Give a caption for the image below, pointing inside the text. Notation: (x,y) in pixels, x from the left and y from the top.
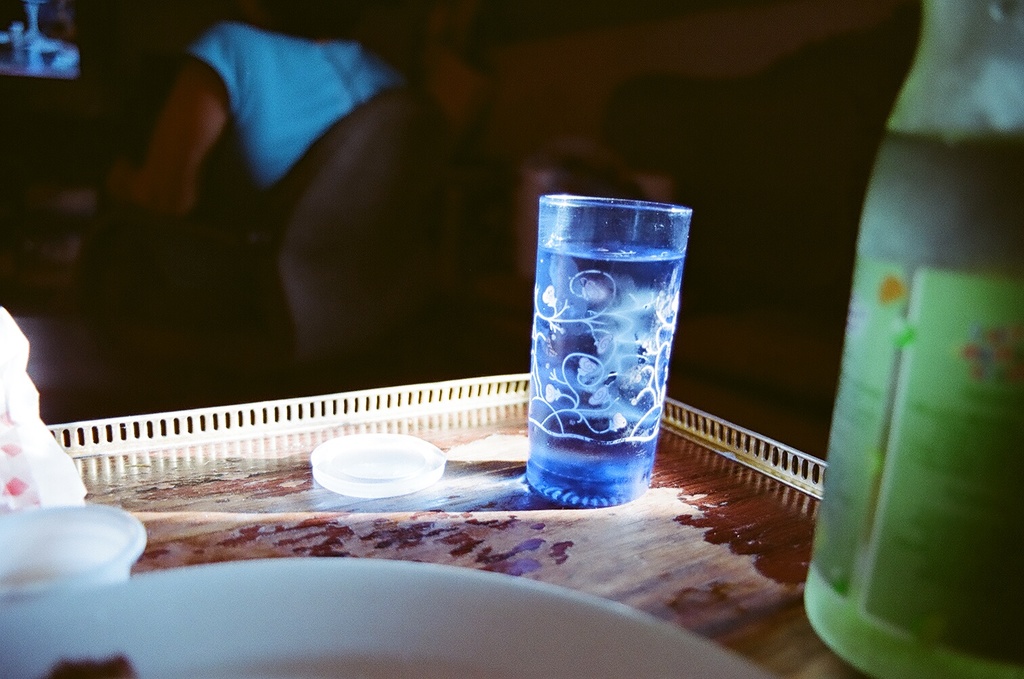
In the image we can see there is a tray (696,561) on which there is a glass (557,309) and a wine bottle (950,57).
